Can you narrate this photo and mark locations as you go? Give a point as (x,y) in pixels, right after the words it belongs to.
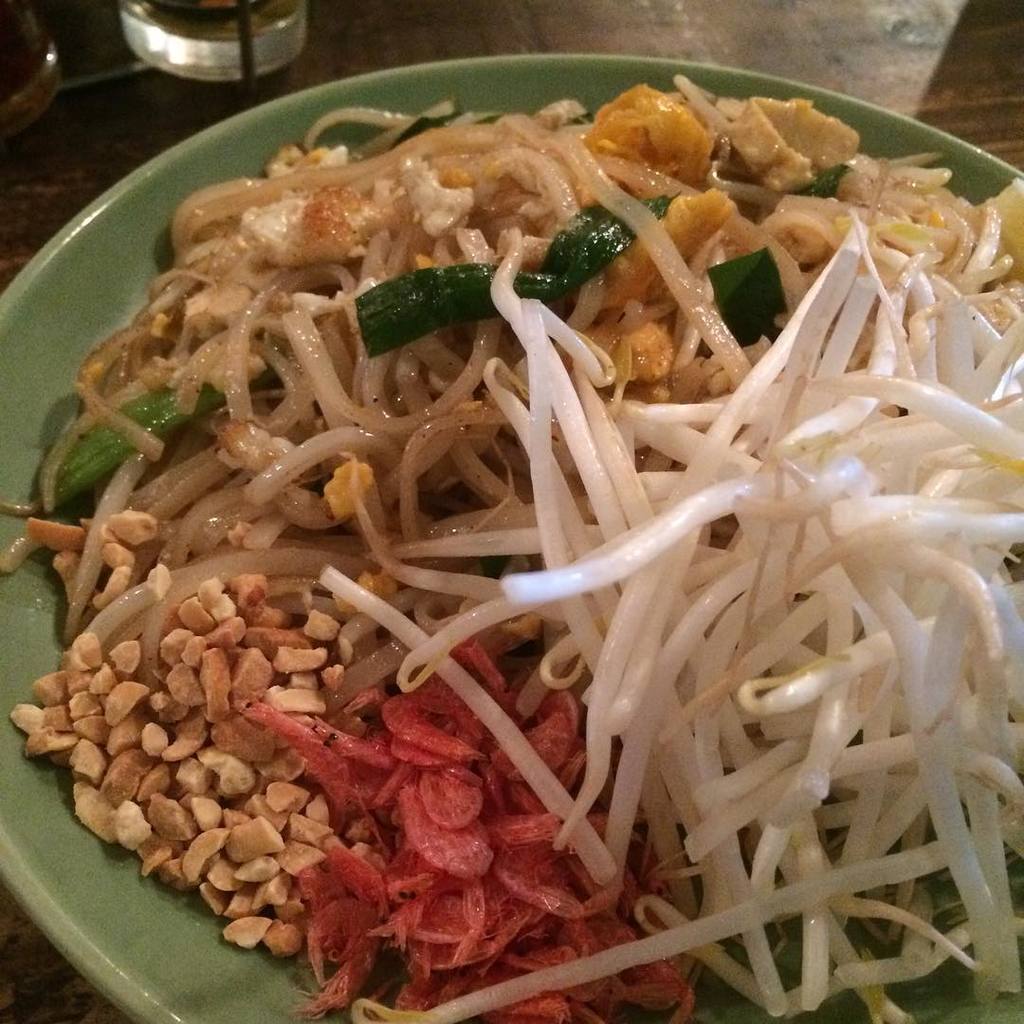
This image consists of food (508,440) kept in a plate (29,896). And we can see the glasses (16,76). The plate (158,858) and glasses (252,31) are kept on the table (359,42).
